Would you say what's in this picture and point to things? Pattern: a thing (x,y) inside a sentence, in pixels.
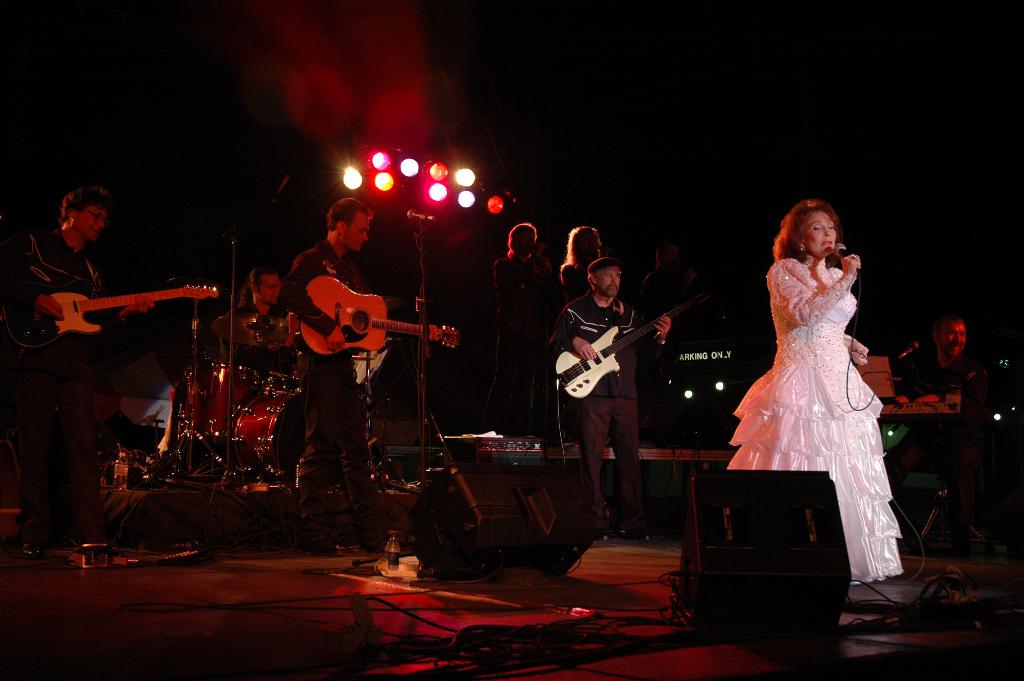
In this image I see lot of persons (28,425) on the stage (263,679) and I see few of them are holding the musical instruments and a woman (803,246) over here is holding a mic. In the background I see the lights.
